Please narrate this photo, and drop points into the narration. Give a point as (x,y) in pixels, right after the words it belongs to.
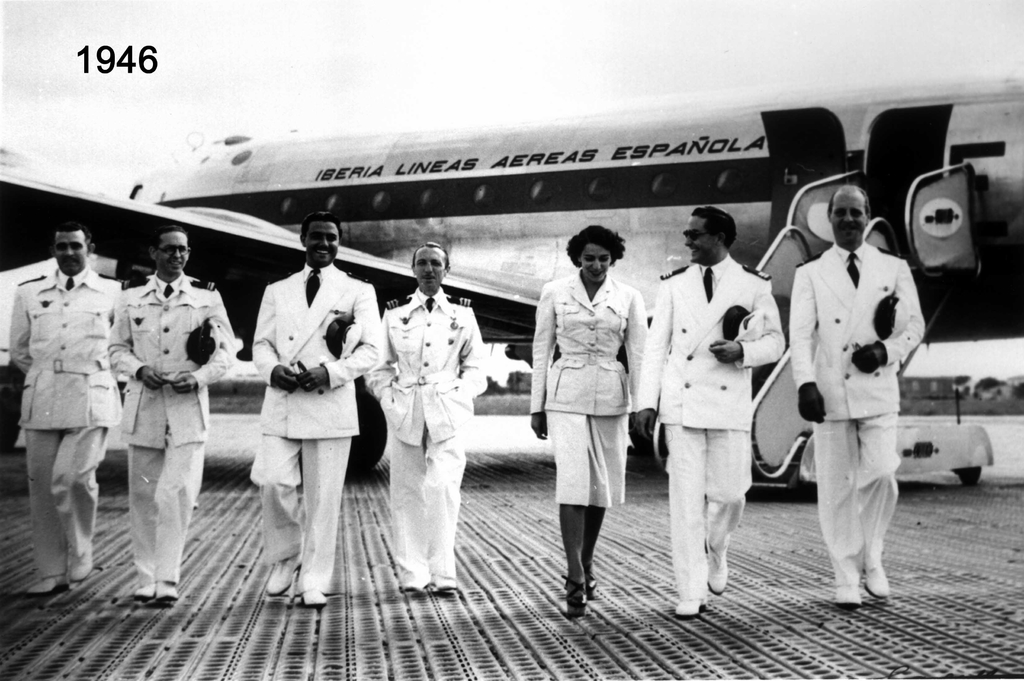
In this image we can see a group of people (695,545) are walking on the floor (819,610) and all of them are crew members (556,499). On the top of the image (477,172) we can see an airplane (647,213).
